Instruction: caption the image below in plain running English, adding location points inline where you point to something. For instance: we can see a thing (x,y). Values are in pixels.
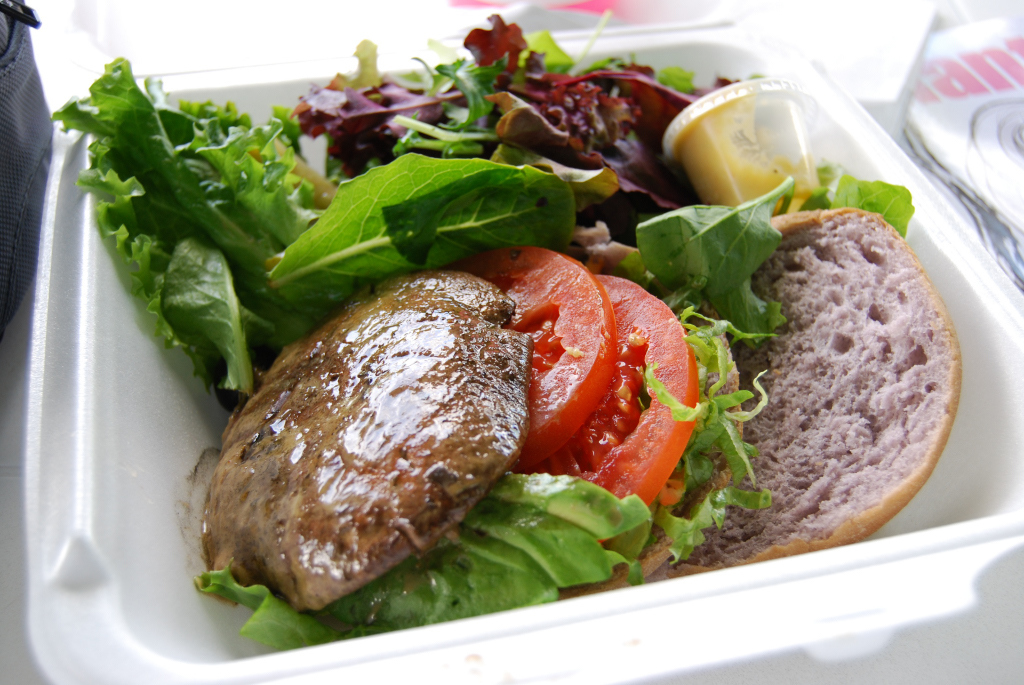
In this image I can see the food (209,389) in the white color box (138,488). I can see the food (441,309) is colorful. To the side I can see the black and white color objects (43,96). These are on the white color surface (64,64).
